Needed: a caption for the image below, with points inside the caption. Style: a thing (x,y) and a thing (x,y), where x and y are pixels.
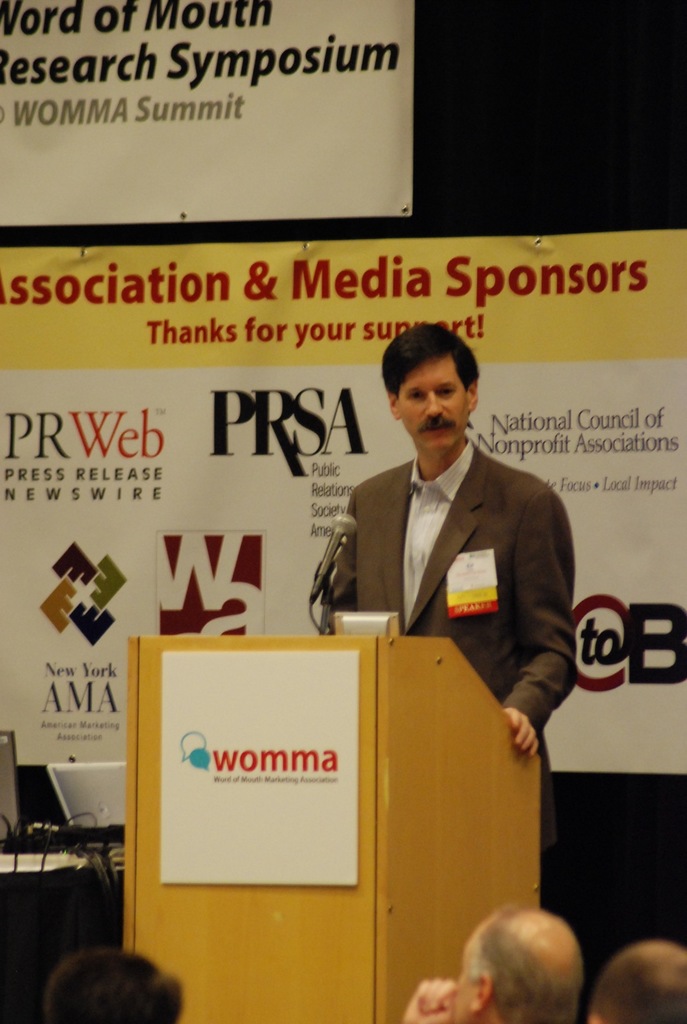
In this image there is a person (439,566) standing in front of the mic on the podium (384,816), on the podium (307,760) there is a sponsor board (274,754), in front of the podium (251,973) there are a few people (159,982). Behind the podium (136,831) on the table (39,853) there are laptops (75,821) and cables (42,861), behind the table (32,858) there are banners (241,328) with some text (230,330) and logos (200,590) on it.
